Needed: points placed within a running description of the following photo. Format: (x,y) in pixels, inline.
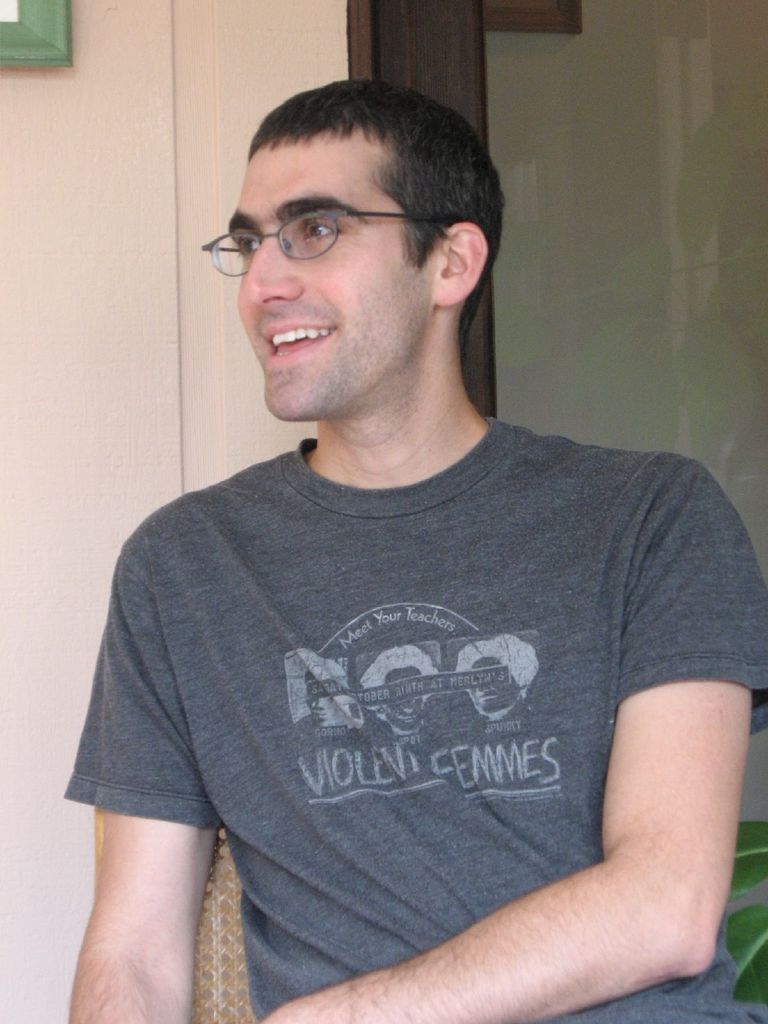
In this image there is a person (387,585) sat on the chair (231,898) with a smile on his face (308,316) and he is looking at the left of the image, behind him there is a wall (192,351) and a glass door (532,373).
